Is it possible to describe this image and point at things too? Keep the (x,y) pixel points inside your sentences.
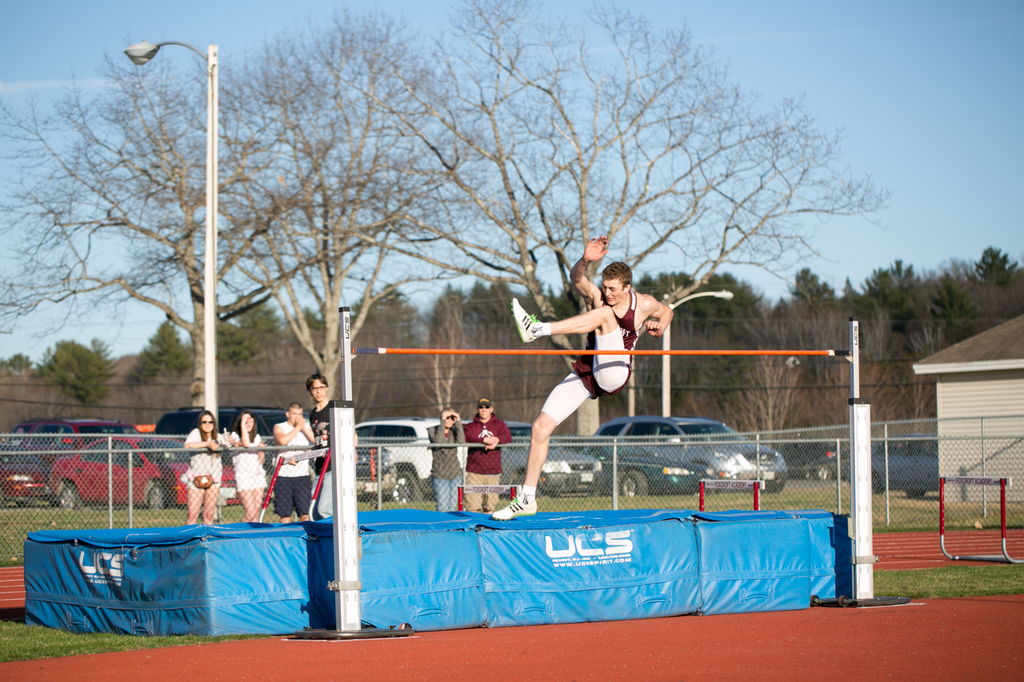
In this picture I can see there are some people (442,426) and there is another person (538,465) and he is jumping the hurdle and in the backdrop (1021,385) there is a buildings (965,355), trees (373,190) and there are some vehicles (520,438) parked.
